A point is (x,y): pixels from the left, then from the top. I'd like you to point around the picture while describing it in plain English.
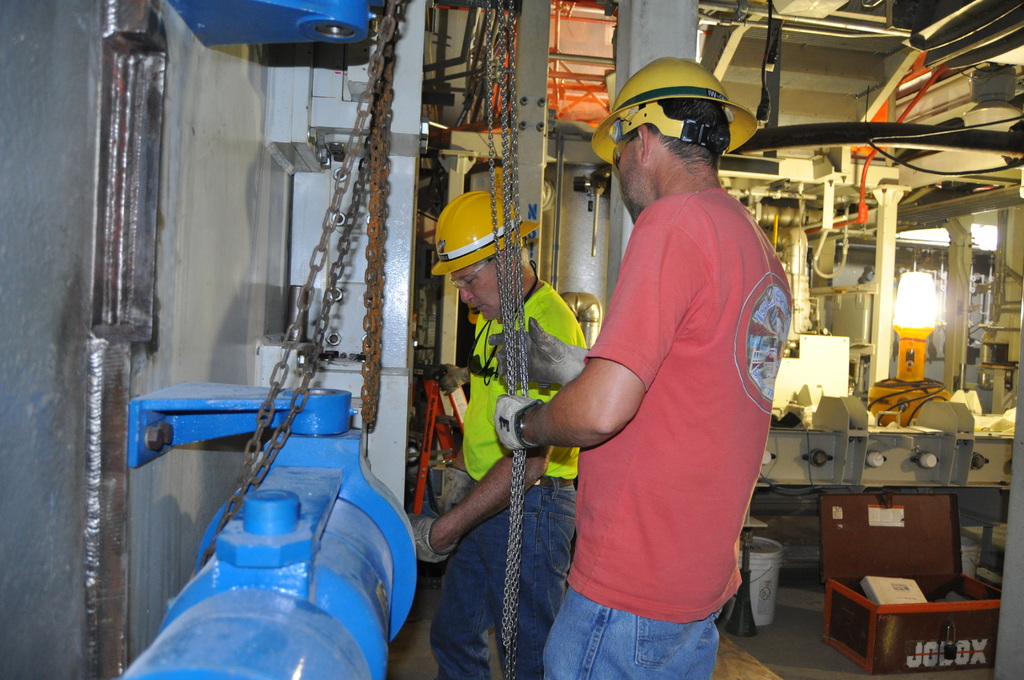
In this image we can see two men (597,396) standing on the floor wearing the helmets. In that a person (544,441) is holding the chains (523,473). We can also see a metal device (358,525) tied with the chains (372,143). On the right side (965,650) we can see a container (862,622) and a bucket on the floor (803,653), some electrical devices (891,449), a light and some poles (964,322).
